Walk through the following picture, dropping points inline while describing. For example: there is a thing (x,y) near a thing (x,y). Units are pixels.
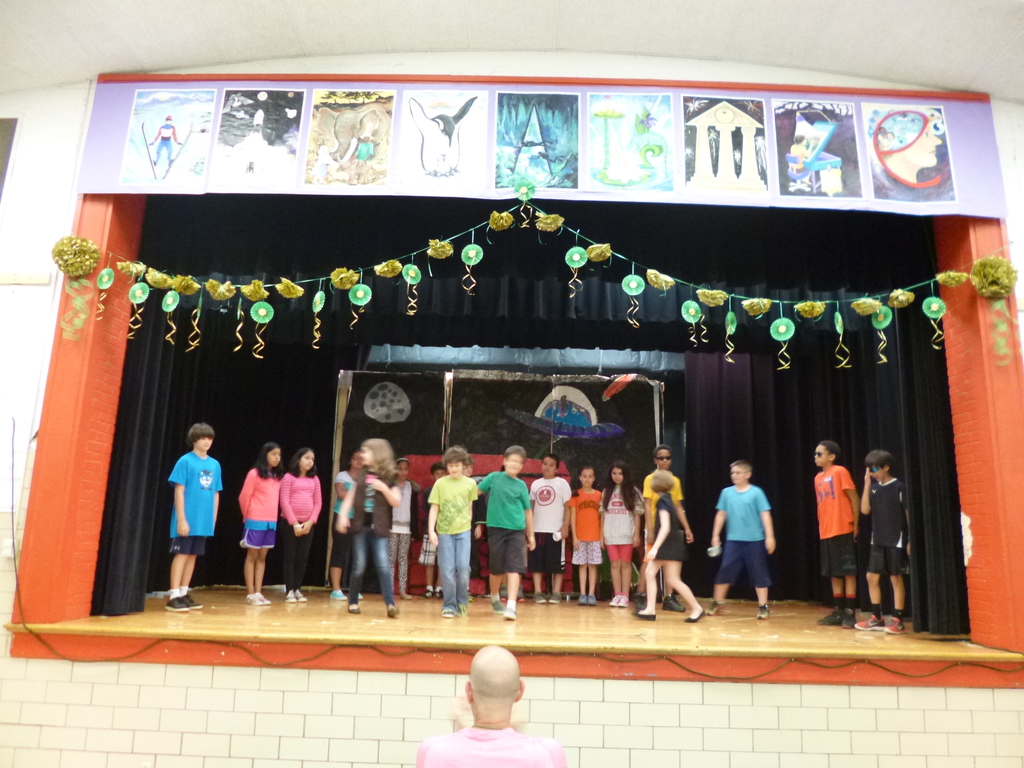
There is a person (521,679) at the bottom side of the image (516,659), there are people (838,481) standing on the stage (444,661), it seems like posters (482,149) and decorative pieces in the center (461,375).
